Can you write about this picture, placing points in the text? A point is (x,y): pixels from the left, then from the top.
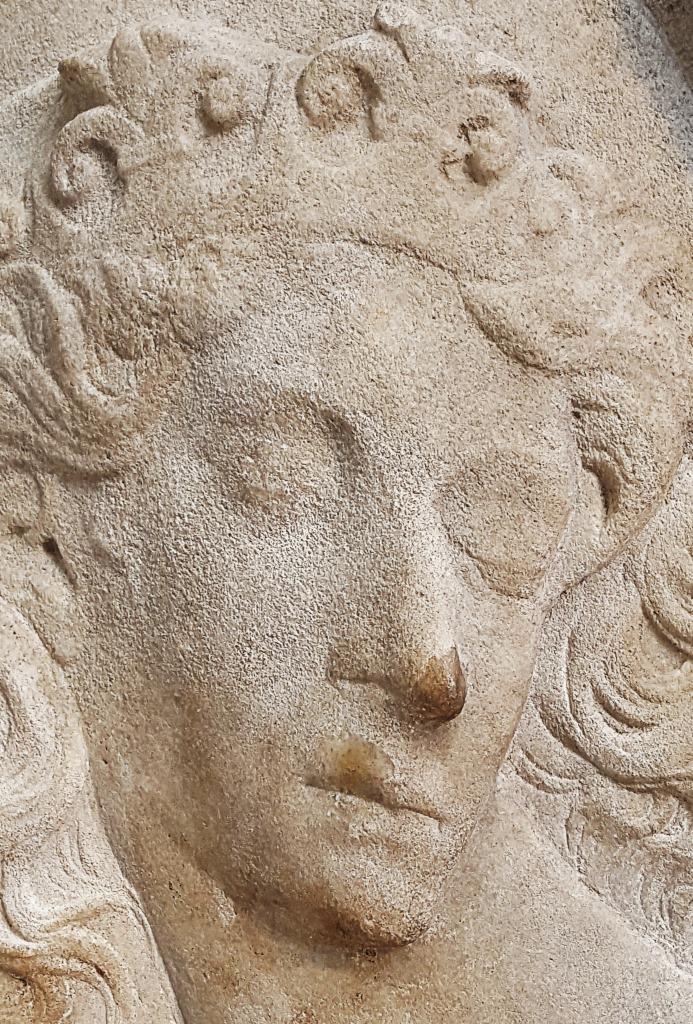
In this image, we can see a sculpture (550,265) of a person (100,842).
